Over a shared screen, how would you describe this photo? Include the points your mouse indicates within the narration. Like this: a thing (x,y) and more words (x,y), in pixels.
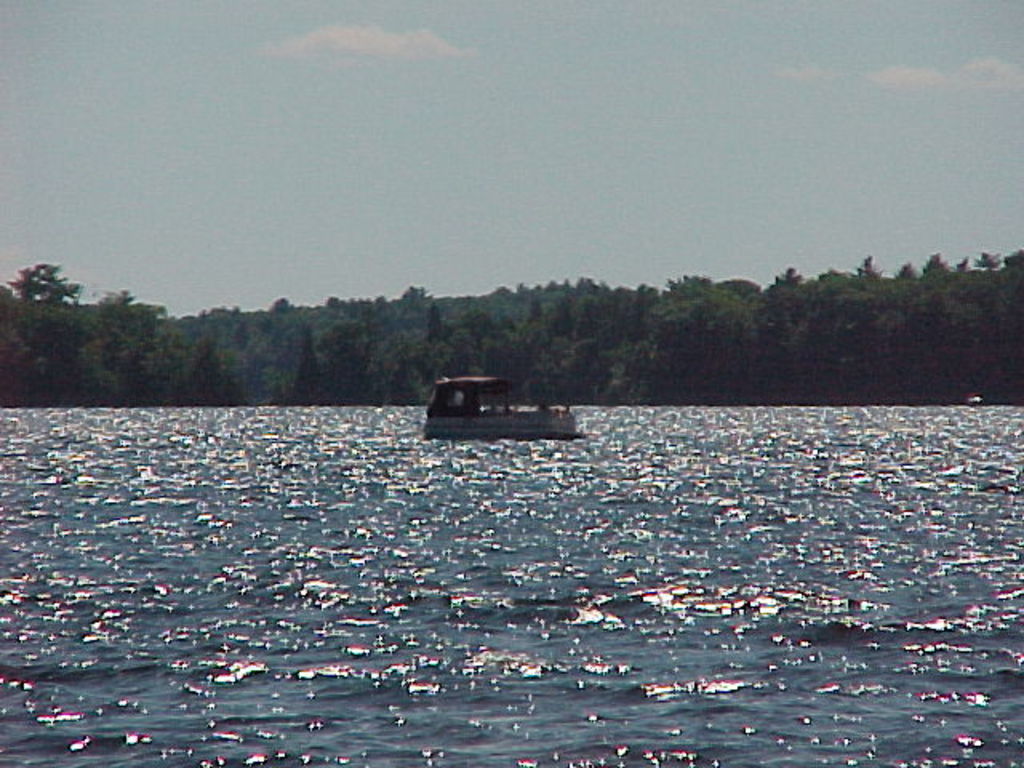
In this image we can see a boat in a large water body (715,513). On the backside (669,380) we can see a group of trees (645,349) and the sky (616,193) which looks cloudy.
